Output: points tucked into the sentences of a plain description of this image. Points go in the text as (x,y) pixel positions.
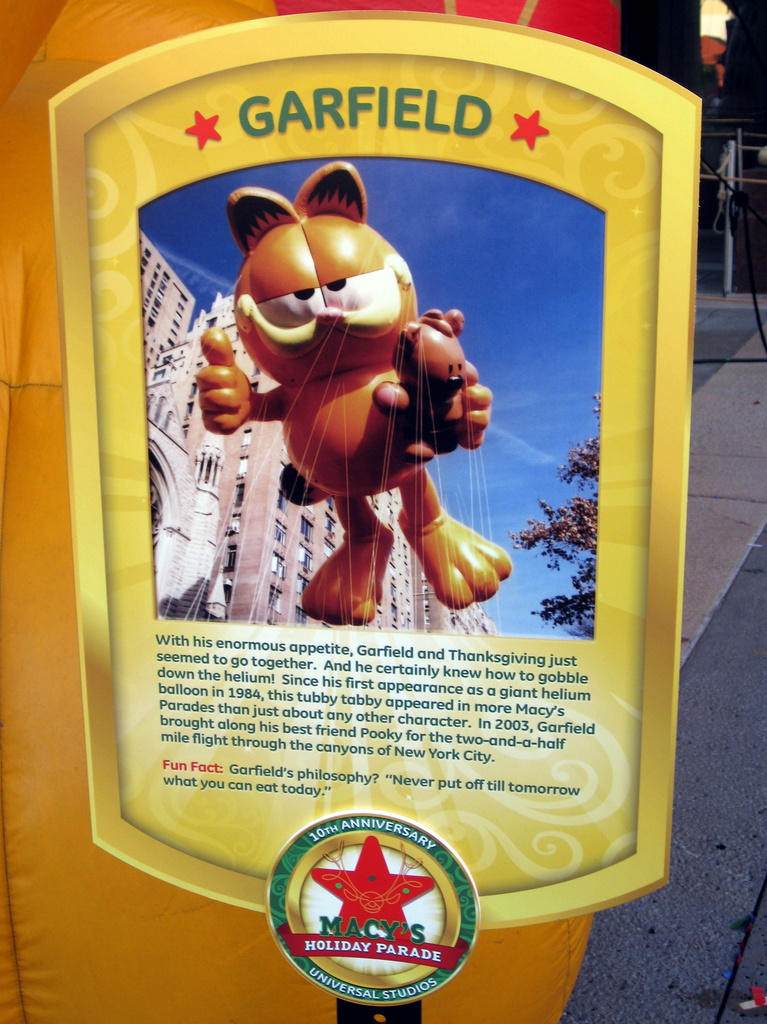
In this picture we can observe yellow color board (266,440). Behind the board (150,818) we can observe yellow color airbag (61,724). We can observe some text (420,753) on the yellow color board (394,523). In the background (723,620) there is a land (726,704).
